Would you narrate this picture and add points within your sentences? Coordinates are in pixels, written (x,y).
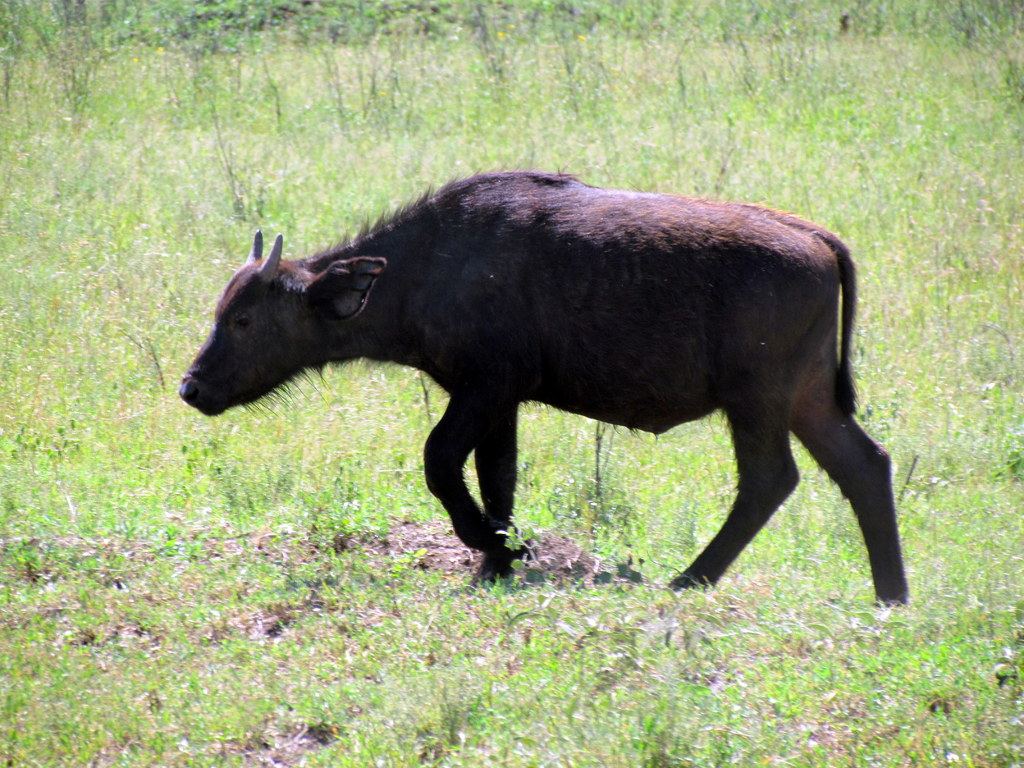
In this image I see an animal (489,295) which is of brown in color and I see the ground (416,401) on which there is green grass (67,113) and I see mud (445,545) over here and I can also see that this animal (341,274) has 2 horns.
